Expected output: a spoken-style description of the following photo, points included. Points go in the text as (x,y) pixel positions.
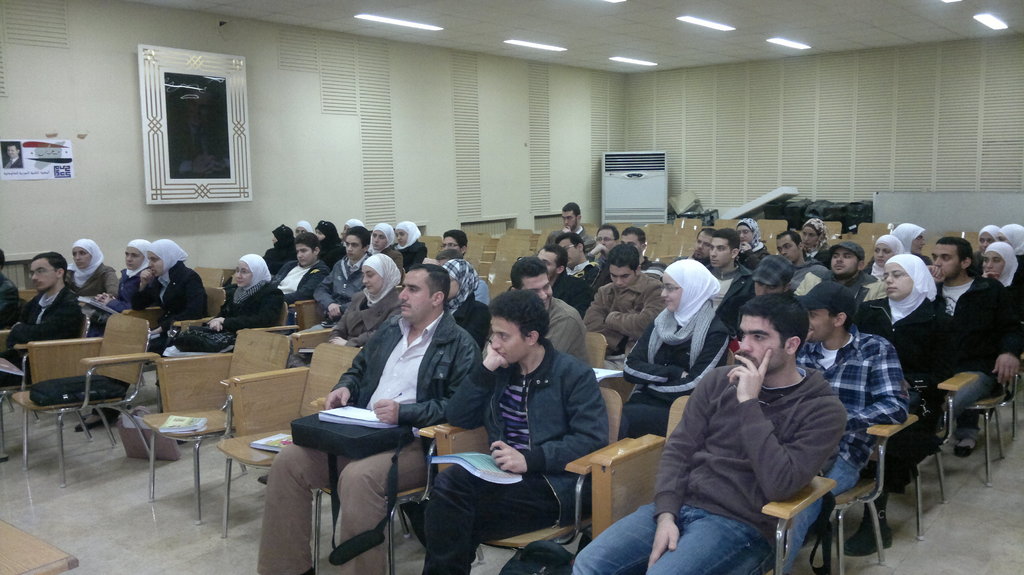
In the image we can see there are lot of people (430,300) who are sitting on the chair (672,415) in a room (454,324).
